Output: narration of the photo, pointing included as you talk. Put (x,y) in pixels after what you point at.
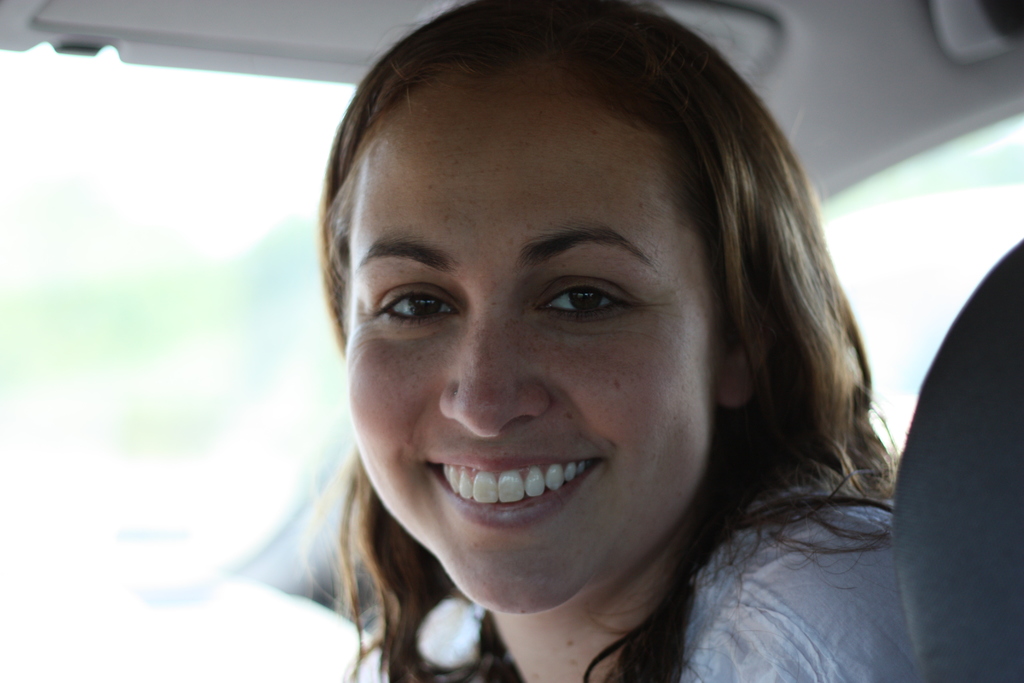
In the foreground of this image (358,557), it seems like there is a woman (761,433) sitting on the seat (979,341) inside a vehicle (294,170).
